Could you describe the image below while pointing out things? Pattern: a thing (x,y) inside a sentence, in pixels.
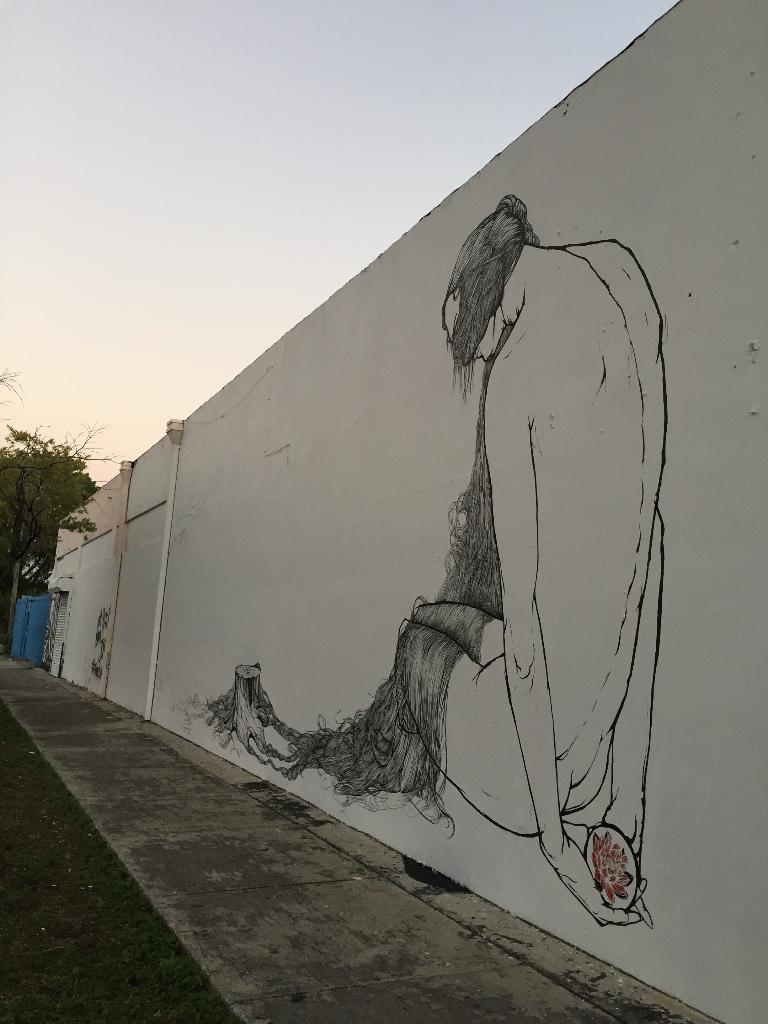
In the foreground of this image (497,565), there is a painting (555,589) on the wall (306,580). On the bottom (187,925), there is the road (191,860). In the background (57,482), there is a tree (31,493), two blue objects (42,606) and the sky (210,262).
